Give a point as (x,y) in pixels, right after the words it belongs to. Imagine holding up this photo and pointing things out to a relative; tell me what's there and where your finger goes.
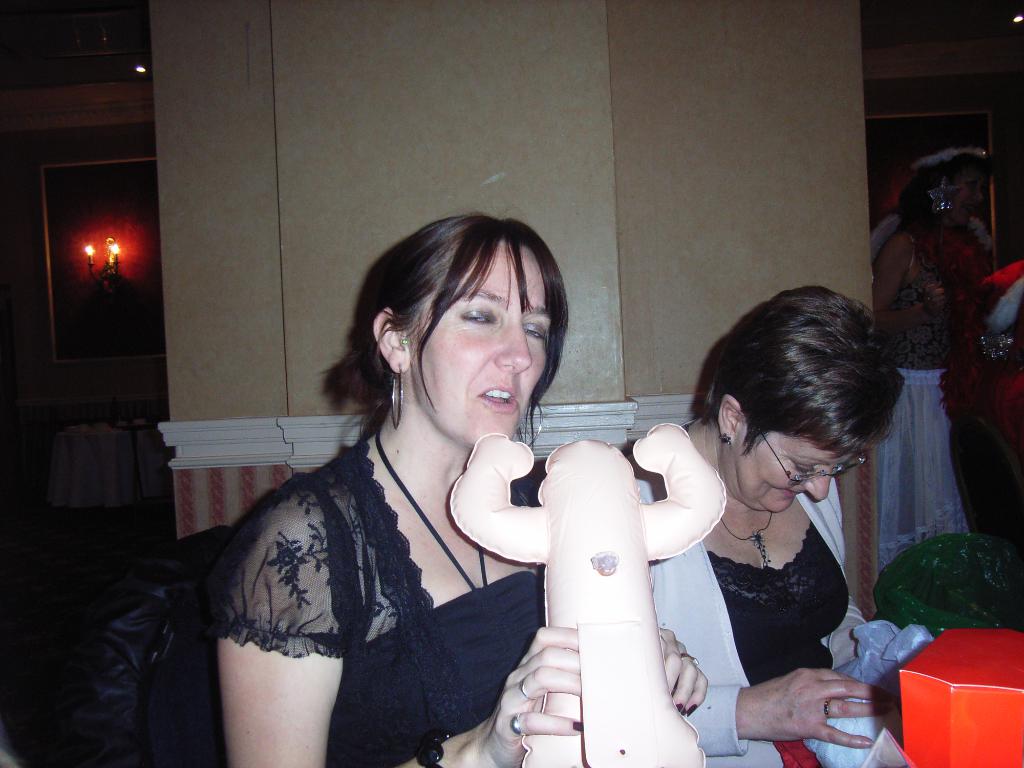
In the image there are two women (460,456) in the foreground (264,552), the first woman (279,564) is holding some object (609,641) and the second woman (764,665) is doing some work, behind them there is a pillar (815,222) and on the right side of the pillar (811,239) there is another woman (942,421), in the background (44,201) there is a frame (84,338) attached to the wall (46,331).
